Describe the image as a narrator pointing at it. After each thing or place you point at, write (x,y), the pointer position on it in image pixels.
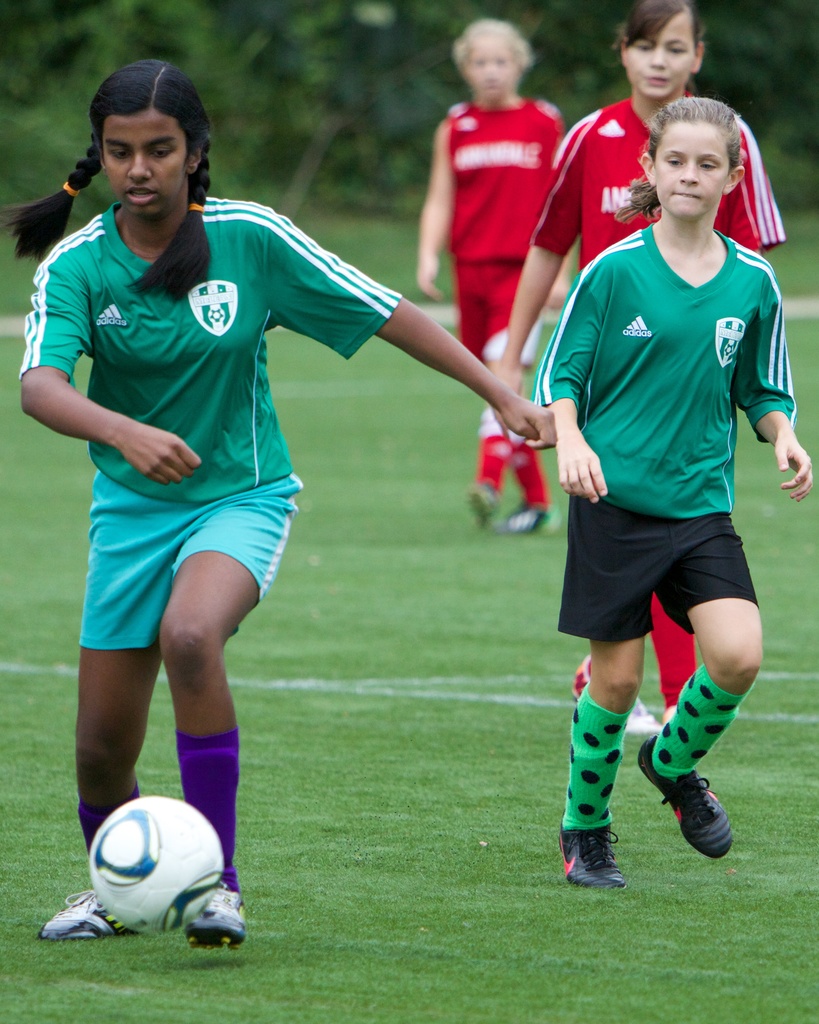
In this picture there are girls (619,348) on the grass floor (370,952) and there are playing the game called soccer, there are some trees (384,159) around the area of the image and there is a girl (171,164) at the left side of the image (176,86) she is kicking the ball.
